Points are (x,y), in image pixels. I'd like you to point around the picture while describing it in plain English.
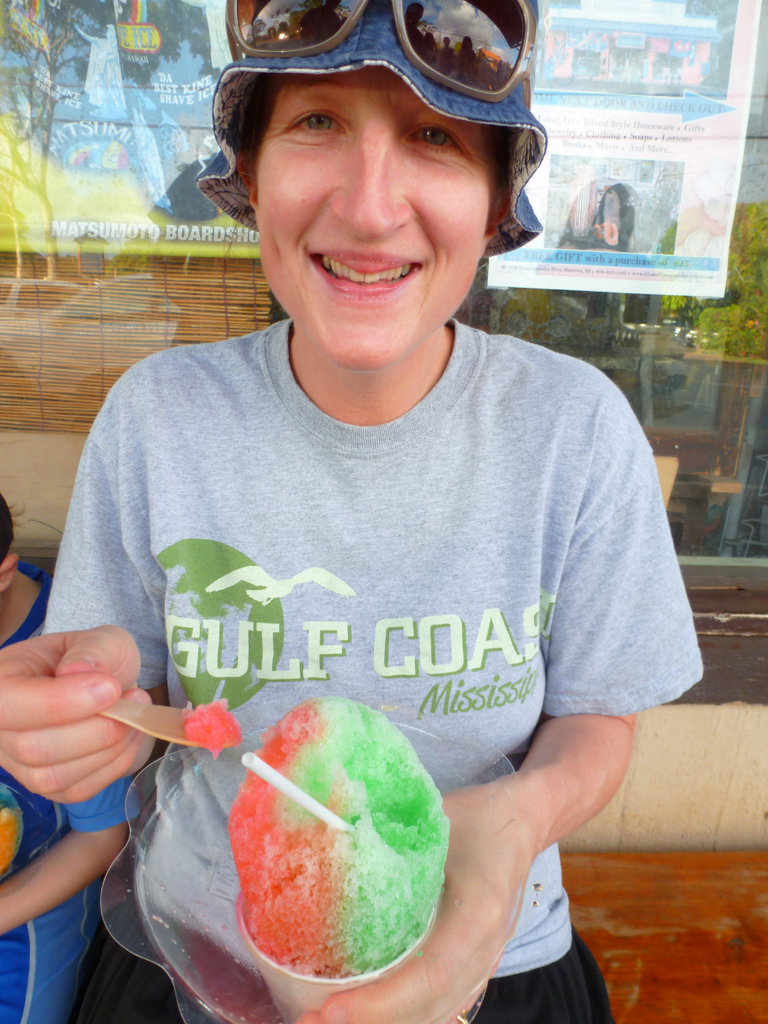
In this image there is a person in the middle (418,669) who is holding the ice cream (325,824) with one hand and a spoon (176,733) with another hand (132,687). The person (315,253) is wearing the cap (342,51) and spectacles (344,18). In the background (638,186) there is a glass (81,210) on which there is a poster (646,168). On the left side (59,868) there is a kid (31,893) sitting on the bench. Behind the glass (83,307) there is a curtain (103,341).
